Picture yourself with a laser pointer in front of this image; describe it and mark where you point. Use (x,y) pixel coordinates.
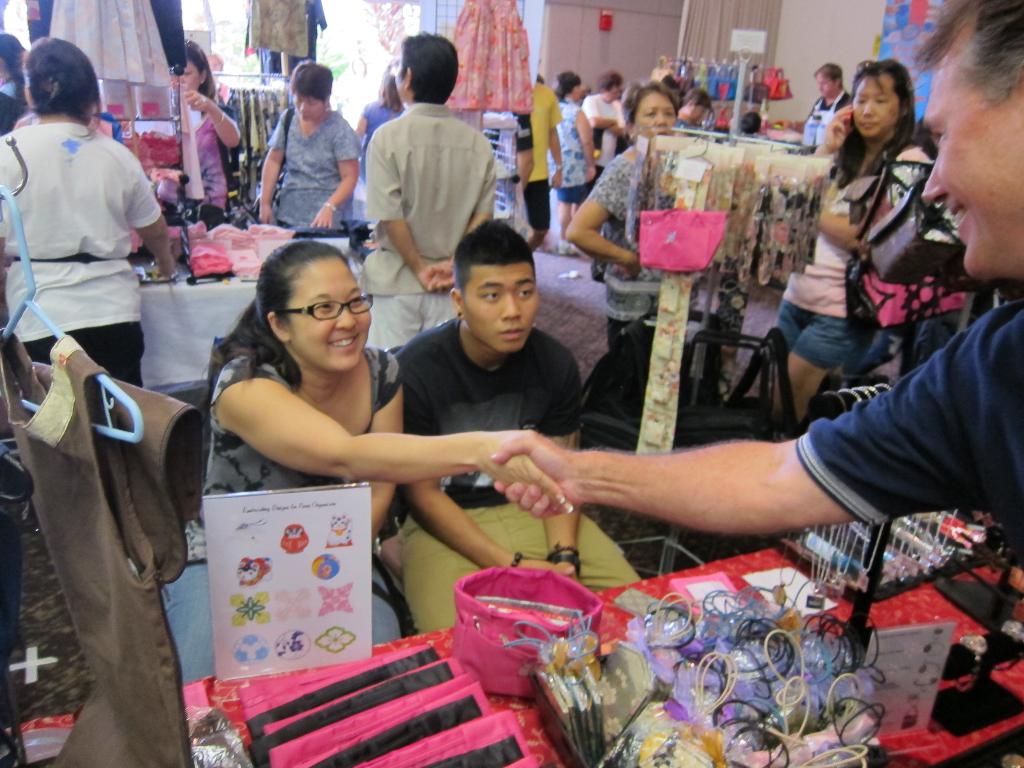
In this picture I can see there is a woman (383,464) sitting and she's shaking her hand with the person (999,396) standing on to right (980,439), there is a man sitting beside to the woman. There is a table (957,615) in front of them, with necklaces (829,582), hair bands (745,661) and many other items (233,658). In the backdrop (261,136) there are dress stalls (517,34) and there are few people (437,218) standing, this is a market (610,350).
